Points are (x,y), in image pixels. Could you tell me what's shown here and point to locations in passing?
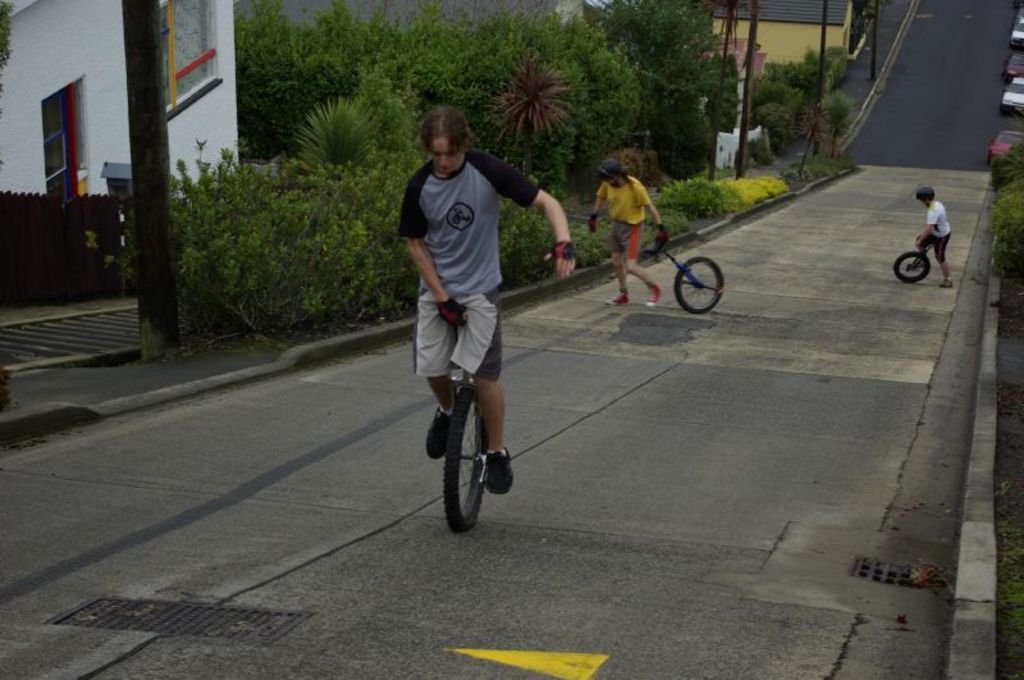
In this image we can see three persons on the road (238,659). Here we can see a person (458,138) riding a unicycle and in the background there are two persons (634,182) holding unicycles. Here we can see plants (296,252), trees (277,82), poles (736,159), houses (63,27), and vehicles (1022,28).
